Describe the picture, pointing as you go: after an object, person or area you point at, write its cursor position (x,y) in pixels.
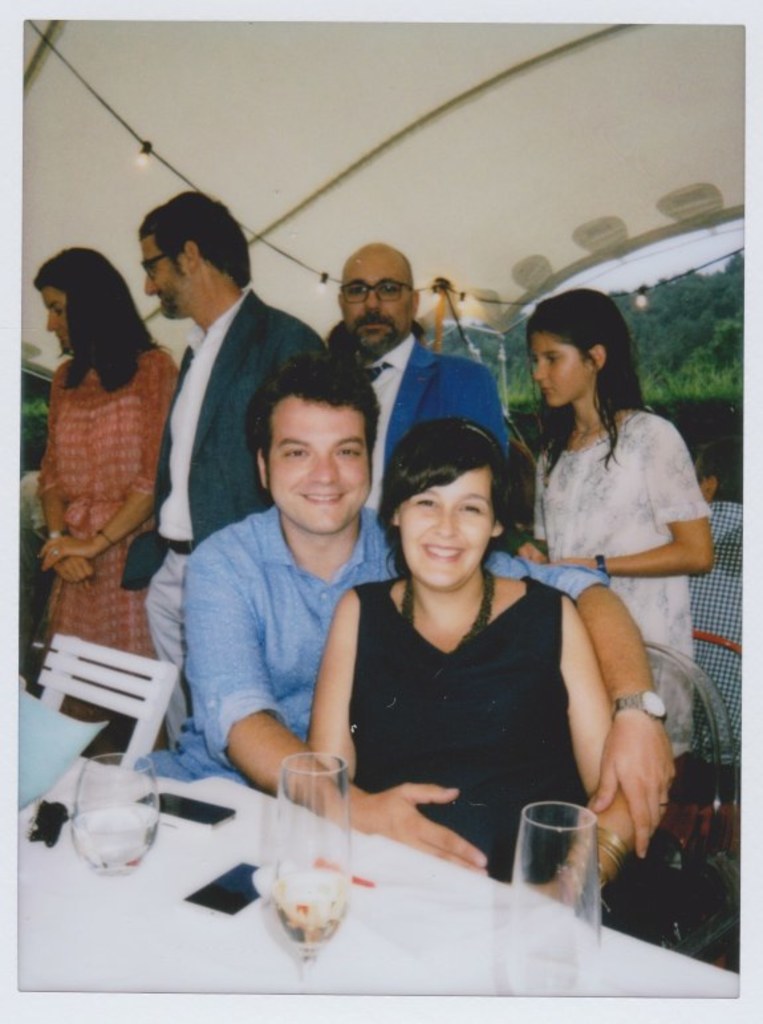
In the picture we can see a man (221,697) and a woman (348,621) sitting together near the table (463,992) and man (209,701) is holding a woman (532,791), and they are smiling and woman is in black dress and man (217,711) is in blue shirt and on the table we can see some glasses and mobile phones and behind them we can see two couples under the white color shade (103,192) with some decorative lights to it and outside the shed (127,197) we can see some trees (680,281) and part of the sky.
